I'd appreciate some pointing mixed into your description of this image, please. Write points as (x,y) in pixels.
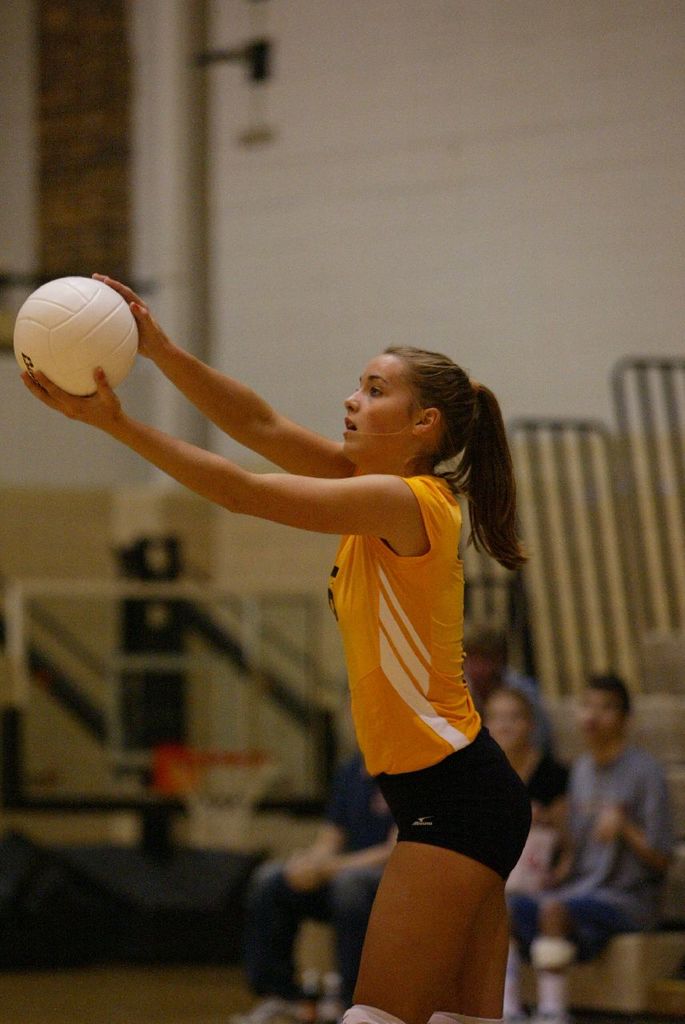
In this picture we can see a woman (229,382) holding a ball (90,330) with her hand (98,374). On the background (625,900) we can see persons (583,928) are sitting on the chair (651,1014). And there is a wall (414,219).
